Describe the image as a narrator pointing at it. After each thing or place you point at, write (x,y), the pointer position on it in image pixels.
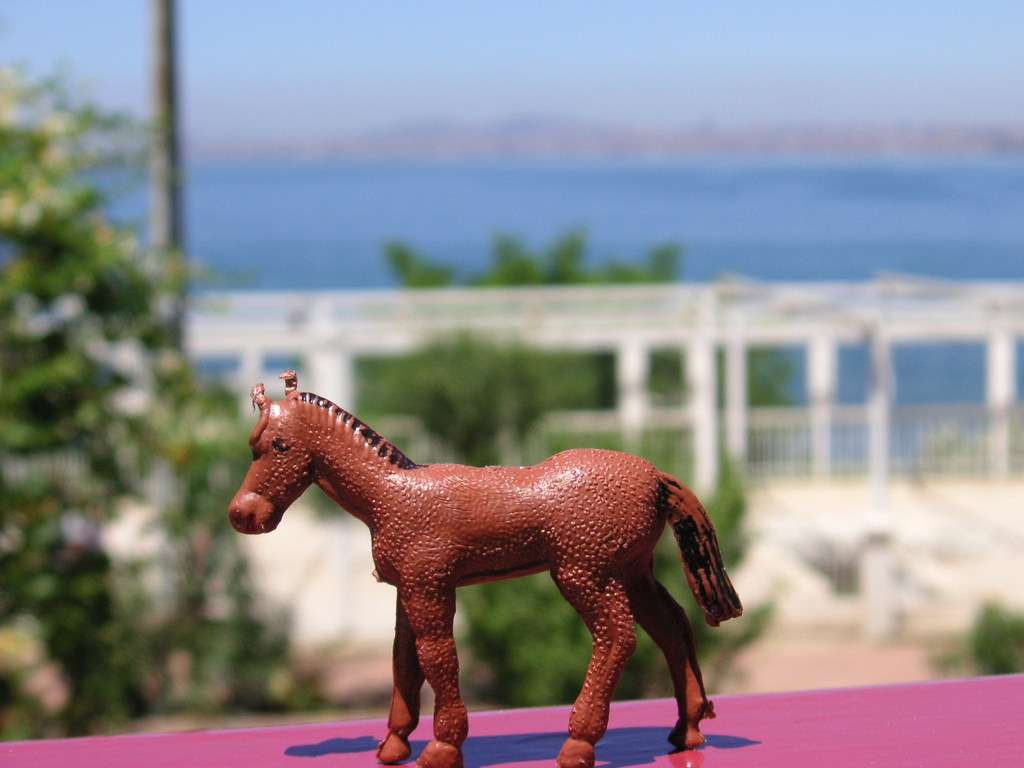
In this picture we can see a toy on a pink surface (827,737). We can see some fencing (523,318) and few trees (518,445) in the background (88,360). There is a pole (165,213).
